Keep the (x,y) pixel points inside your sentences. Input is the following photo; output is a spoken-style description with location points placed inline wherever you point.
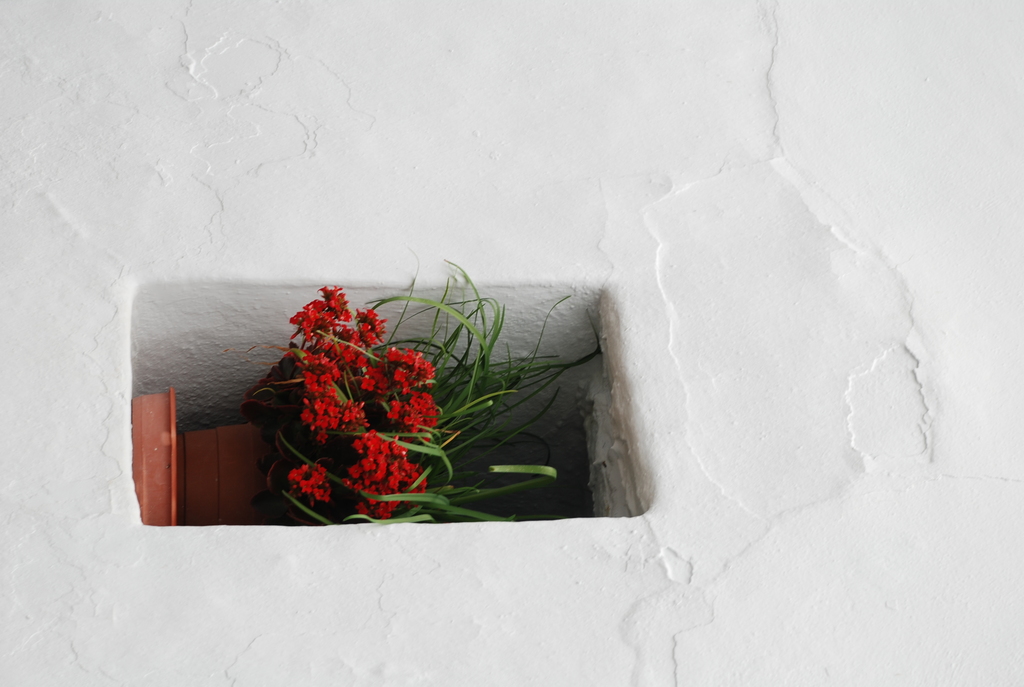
In this image I can see a house plant (324,436) along with the red color flowers (314,418) which is placed inside the wall (130,424).
